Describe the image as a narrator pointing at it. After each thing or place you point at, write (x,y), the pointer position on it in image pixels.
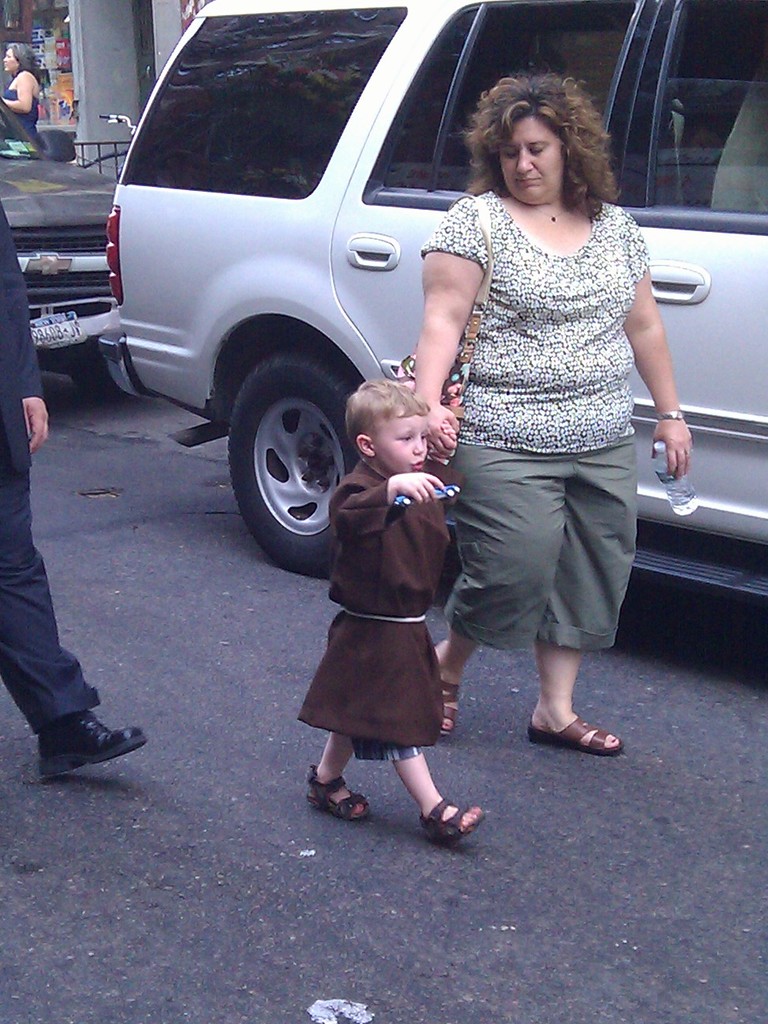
The picture is taken on a road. In the background (140,253) there are cars (271,128) buildings (115,72). In the right (585,303) a lady (542,250) is walking on the street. She is holding the hand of a kid (397,600). In the left (31,548) there we can see another person (14,403). In the top left (22,107) there is a lady (24,124).
